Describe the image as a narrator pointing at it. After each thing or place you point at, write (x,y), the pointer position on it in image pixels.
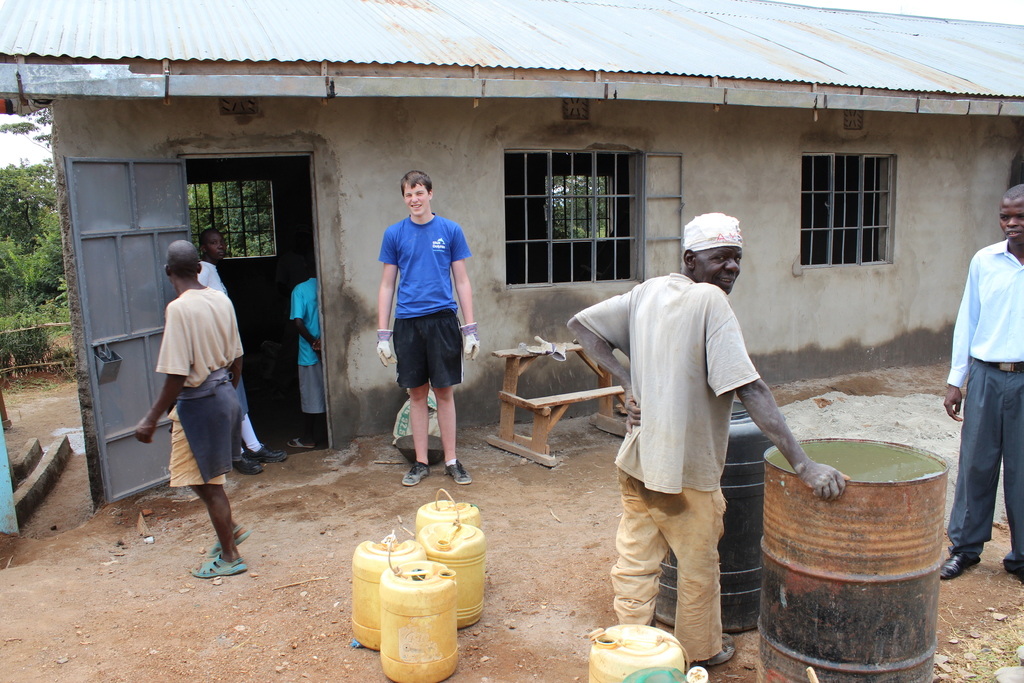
In the middle (410,325) a man (470,295) is standing, he wore a blue color t-shirt (446,273). Right side (708,601) another man (707,514) is standing, placing his hand (807,471) on a drum (881,484) and here it is a house (624,251) under construction.
